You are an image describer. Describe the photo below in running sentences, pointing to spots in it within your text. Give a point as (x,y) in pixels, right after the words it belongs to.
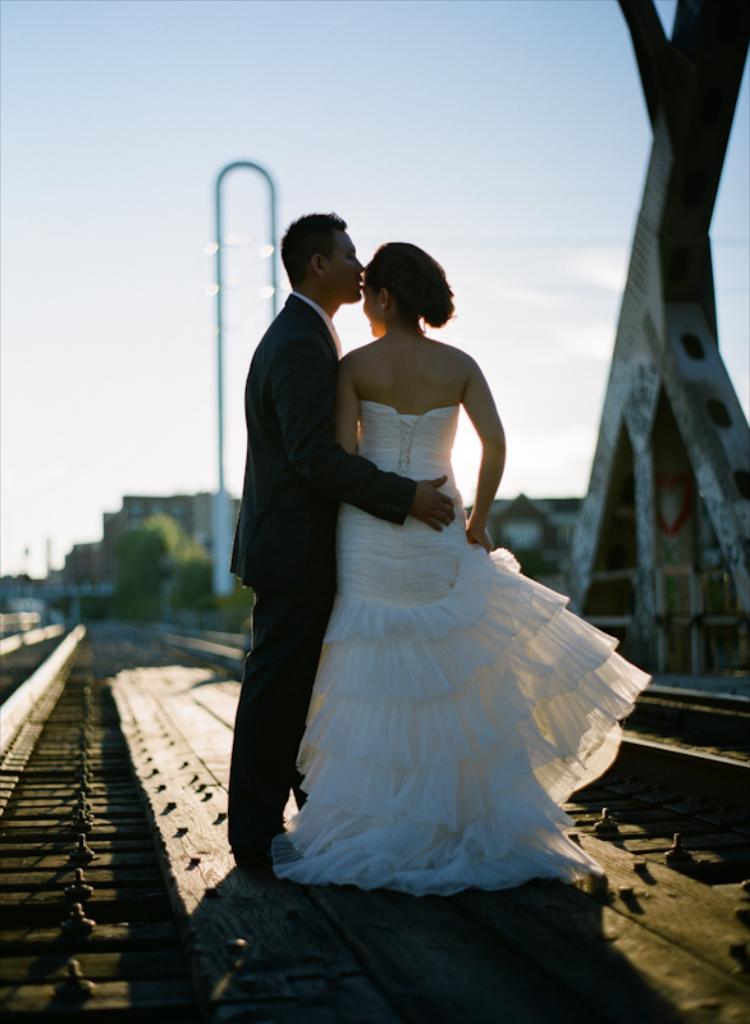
In this image I can see a man (314,258) and a woman (344,674). I can see he is wearing black colour dress (328,449) and she is wearing white colour dress (483,624). In the background (6,731) I can see few poles (592,557), railway tracks (51,728), number of buildings (567,527), trees (166,538) and the sky (483,324). I can also see this image is little bit blurry in the background (526,299).
